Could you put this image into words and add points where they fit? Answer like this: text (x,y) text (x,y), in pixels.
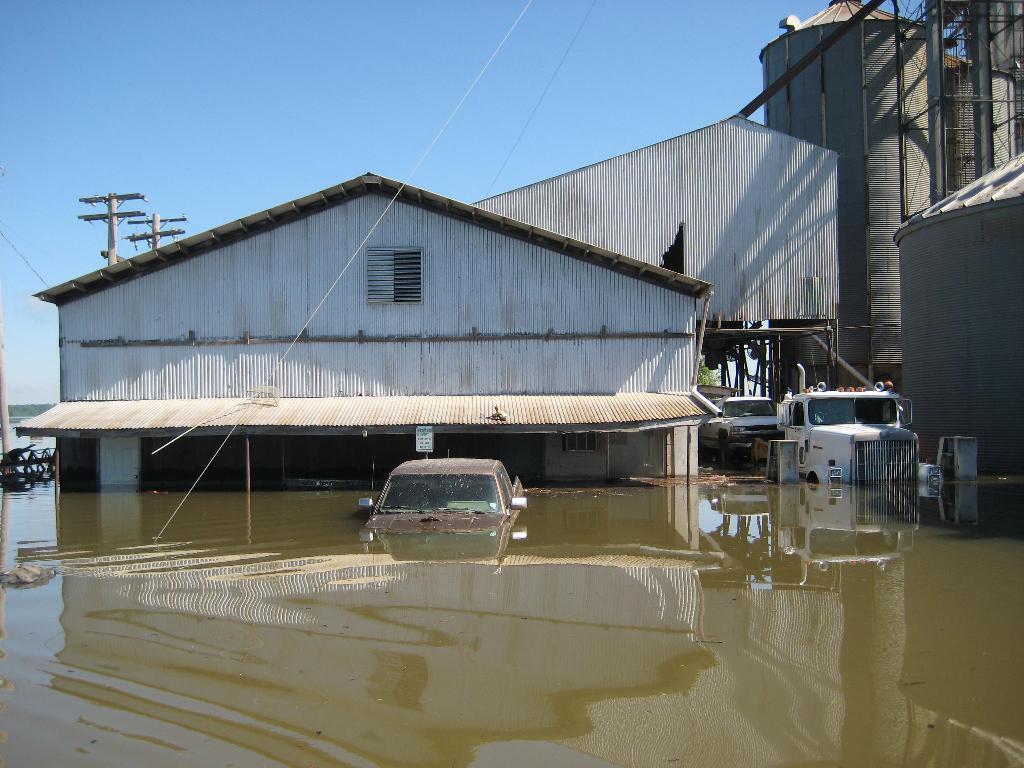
In the picture we can see a car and a truck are dipped in the water (459,599) and behind it, we can see a shed (172,382) which is white in color and in the background (97,192) we can see some poles (112,224) and sky (431,167) which is blue in color.
